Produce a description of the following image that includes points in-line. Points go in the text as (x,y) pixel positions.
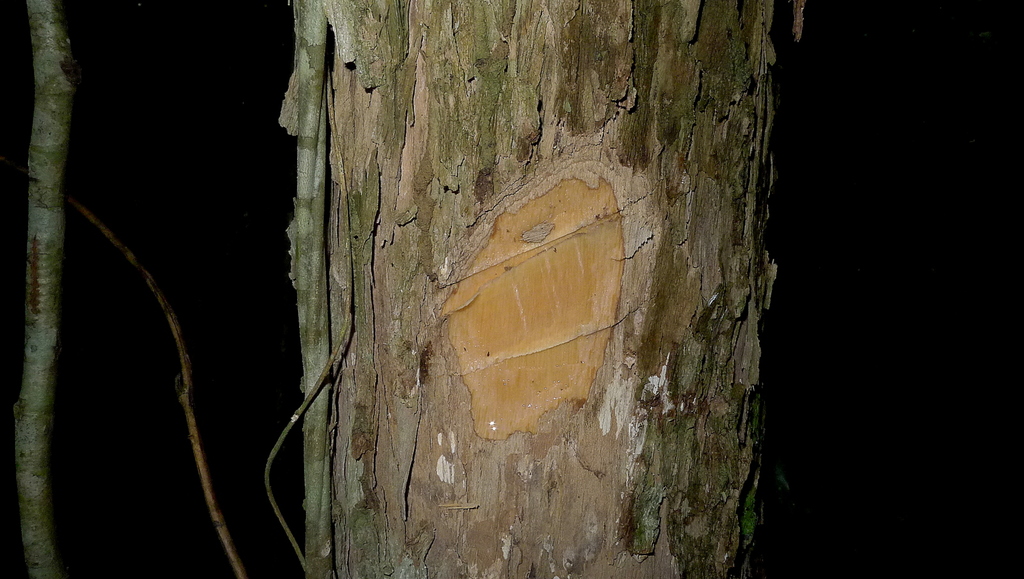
In this image I can see a branch (500,266) which is in brown and greenish color. I can see a black background (837,38).
